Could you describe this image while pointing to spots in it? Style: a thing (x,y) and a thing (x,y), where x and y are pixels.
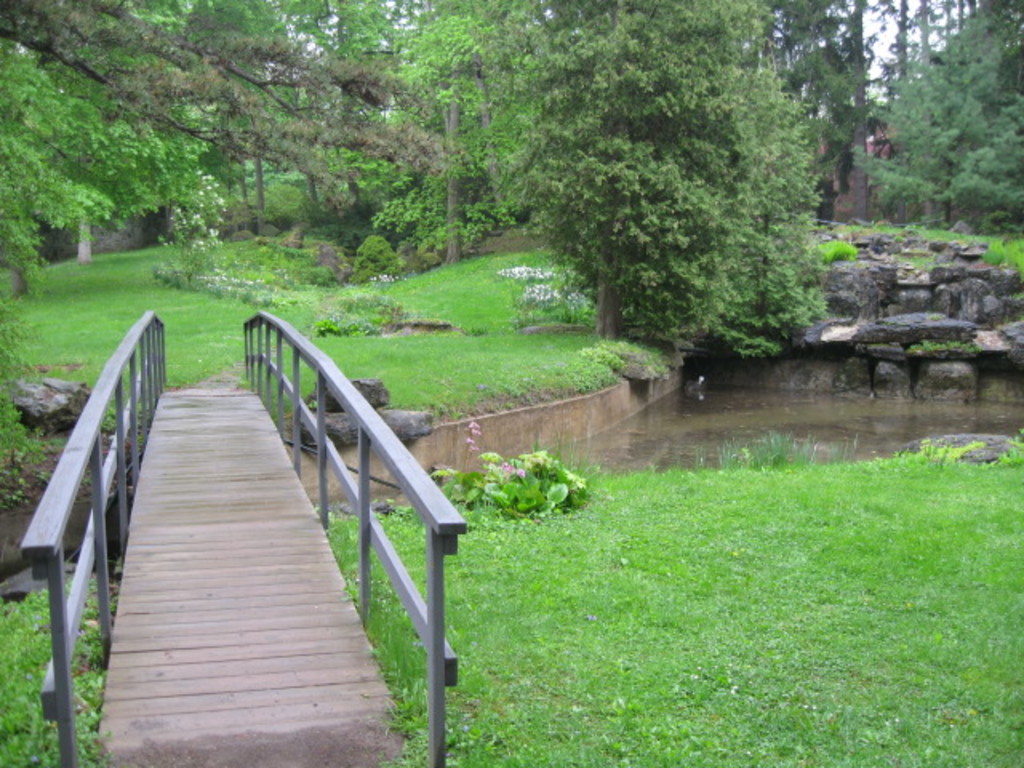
This is a small bridge (147,562), on the right side (828,427) this is water (795,402) and there are green trees (660,39).
